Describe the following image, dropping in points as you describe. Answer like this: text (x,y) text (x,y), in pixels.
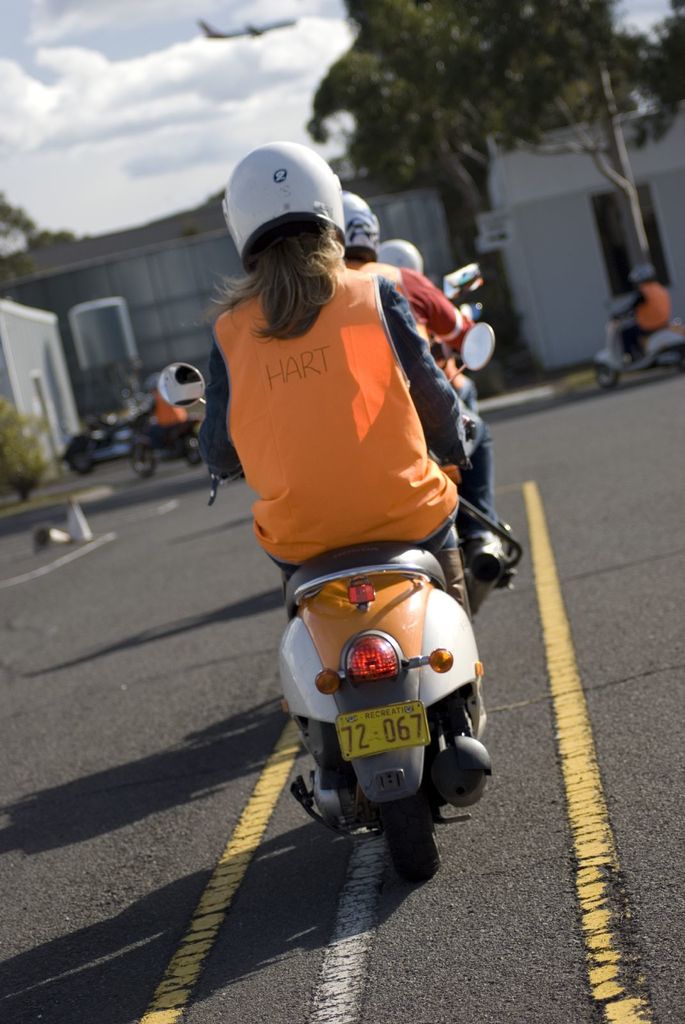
In this image i can see a woman (278,431) riding a vehicle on the road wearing a helmet (278,223) and a jacket (352,412). In front of her we other people (455,361) who are riding the vehicle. Here we have a tree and a building (438,260). In the sky (195,73) i can see an aeroplane (213,37).
